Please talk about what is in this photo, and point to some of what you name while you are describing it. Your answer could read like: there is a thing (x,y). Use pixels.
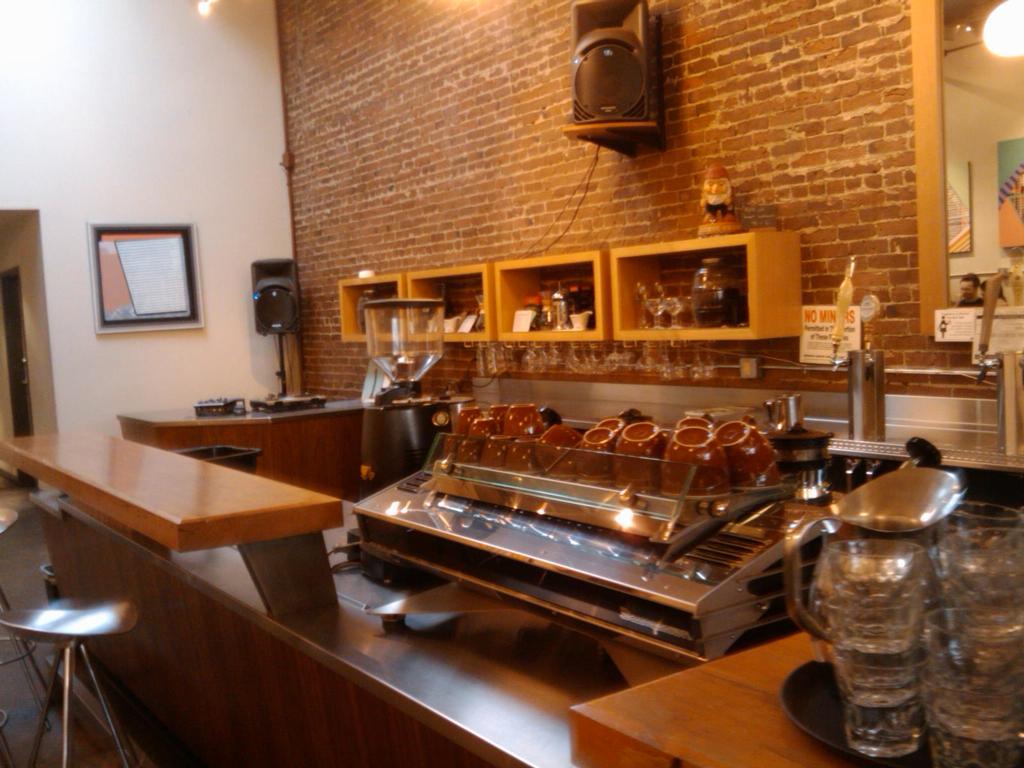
In this image I can see on the left side (89,678) there is a chair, in the middle (534,429) there are porcelain cups (620,473). On the right side (962,613) there are glasses (940,642) and there is a jug (903,630), in the right hand side (914,27) top there is a mirror (984,151) and there is a light (993,42). At the top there is a speaker (613,13), on the left side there is another speaker (283,315).
